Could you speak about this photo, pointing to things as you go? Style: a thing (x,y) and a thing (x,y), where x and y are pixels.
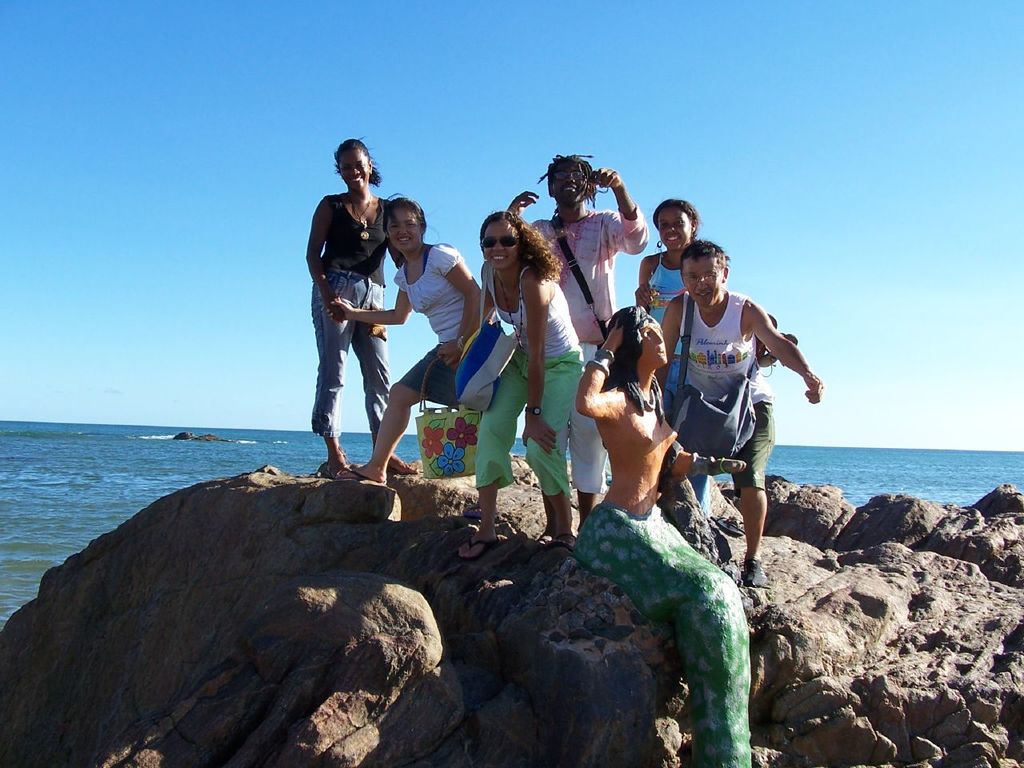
In this picture we can see a group of people (498,462) standing on rocks (500,707) and smiling, statue (637,388), bags (698,398), goggles (508,240), water (95,460) and in the background (258,105) we can see the sky (908,165).
